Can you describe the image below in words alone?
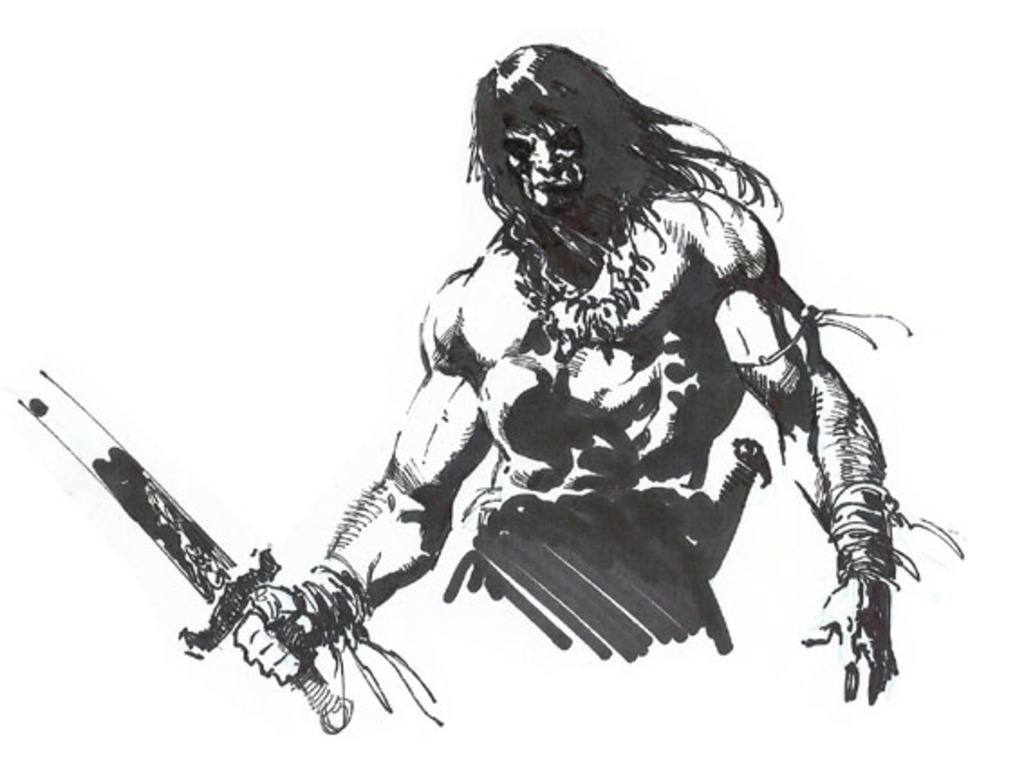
In this image we can see a animated picture.
